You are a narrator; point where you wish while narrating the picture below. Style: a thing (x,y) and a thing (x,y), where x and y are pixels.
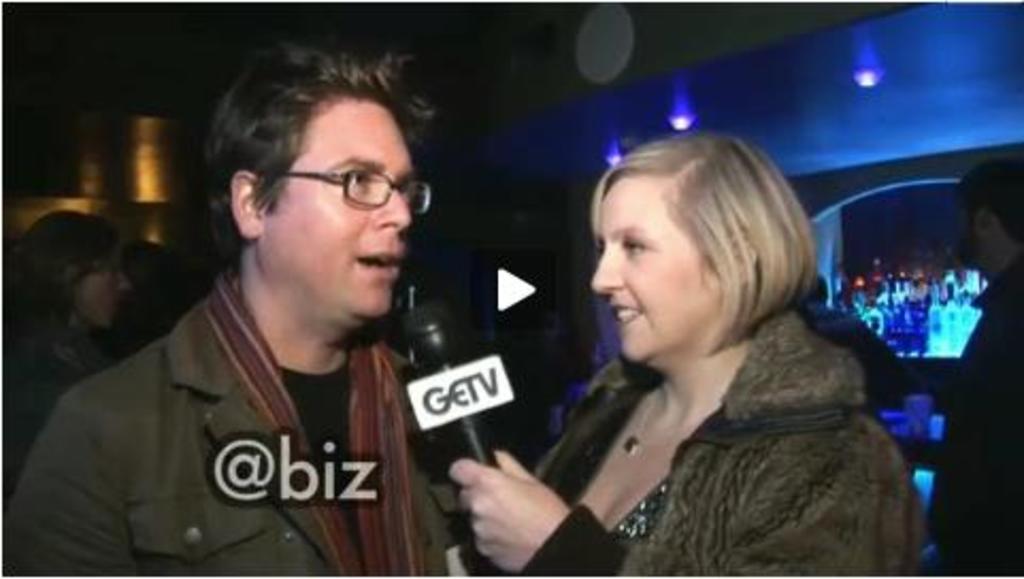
In this picture there is a man (276,291) who is wearing spectacle (412,194) and jacket (302,520). Beside him there is a woman (708,378) who is holding a mic (439,352). In the back (1005,428) I can see some people (974,443) who are standing near to the table (917,444). On the right (944,314) I can see the wine bottles (905,287) which are kept on the shelves (955,323). In the bottom left (318,494) there is a watermark (285,450).
